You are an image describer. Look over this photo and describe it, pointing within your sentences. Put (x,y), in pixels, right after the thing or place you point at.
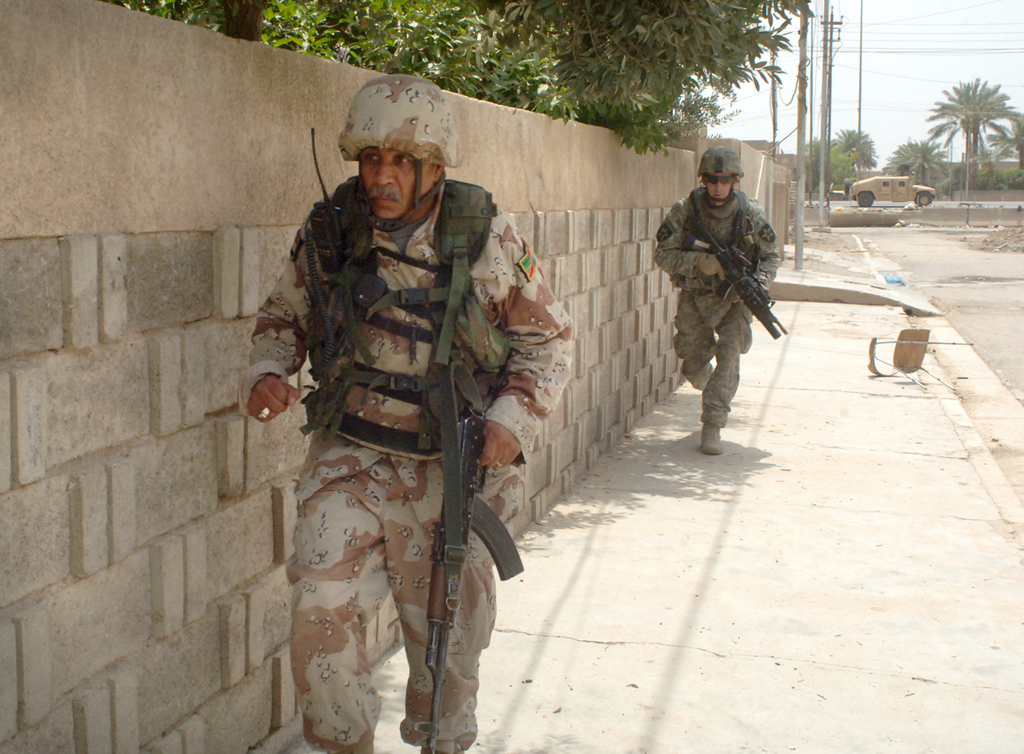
In the picture I can see two men (384,460) are walking on the street (800,329) and holding guns (440,606). These men (528,392) are wearing uniforms (526,339), helmets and some other objects (372,229). In the background (671,143) I can see trees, fence wall (592,280), poles (800,121) which has wires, a vehicle (885,200), the sky (879,140) and some other objects (881,217).
